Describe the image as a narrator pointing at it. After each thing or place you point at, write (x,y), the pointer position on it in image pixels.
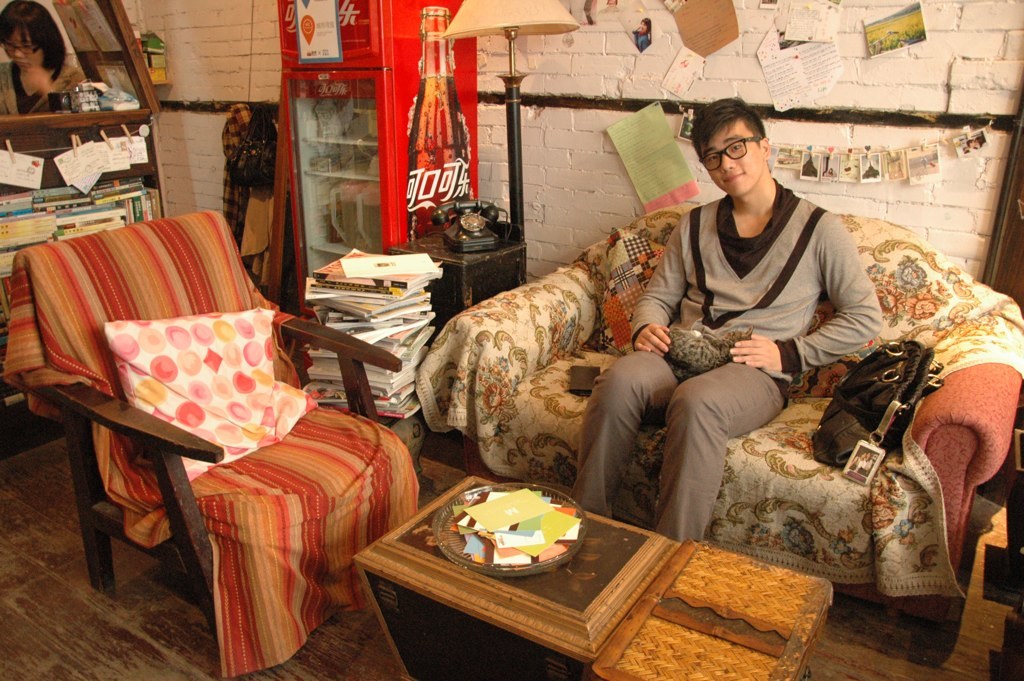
In this image I see a man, who is sitting on the sofa (860,543) and there is a chair (323,575) beside the sofa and there are lot of books (337,328) over here. I see a table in front and i also see that there is a vending machine (449,116) over here. In the background (960,190) I see the wall (544,46), few papers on it, clothes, a rack (27,141) of books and a woman (63,75).
